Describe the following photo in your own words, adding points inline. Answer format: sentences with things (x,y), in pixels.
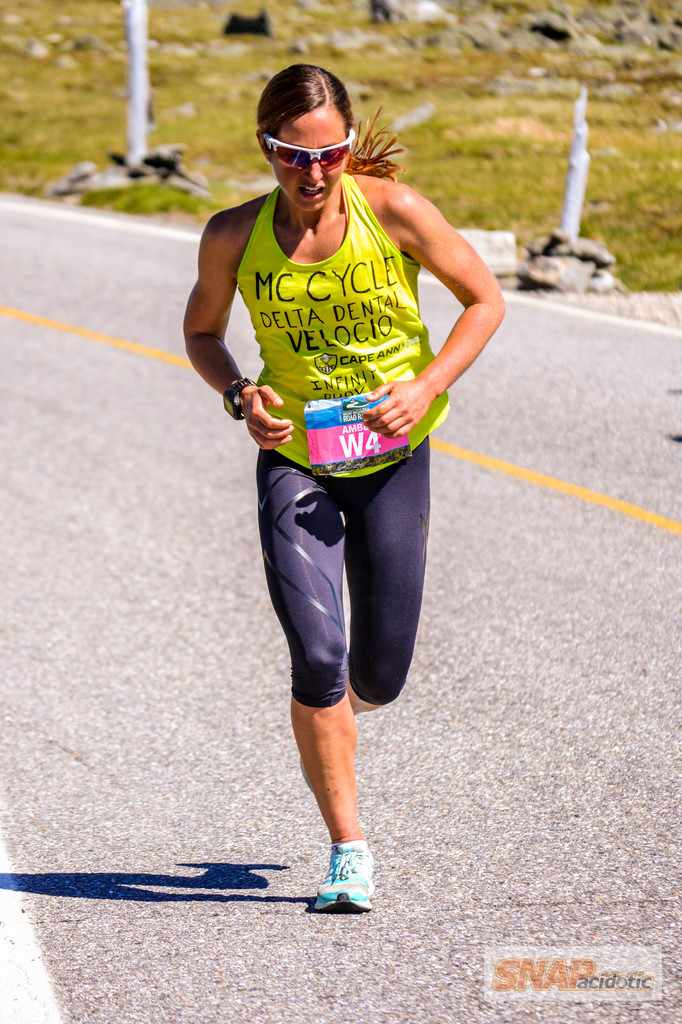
In the center of the image (353,410) we can see one woman (309,529) running on the road (545,881). And she is wearing sunglasses (302,160). In the bottom right side of the image (613,993), there is a watermark (620,967). In the background (505,363) we can see the grass (231,3), poles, stones (515,40), road (42,264) etc.
